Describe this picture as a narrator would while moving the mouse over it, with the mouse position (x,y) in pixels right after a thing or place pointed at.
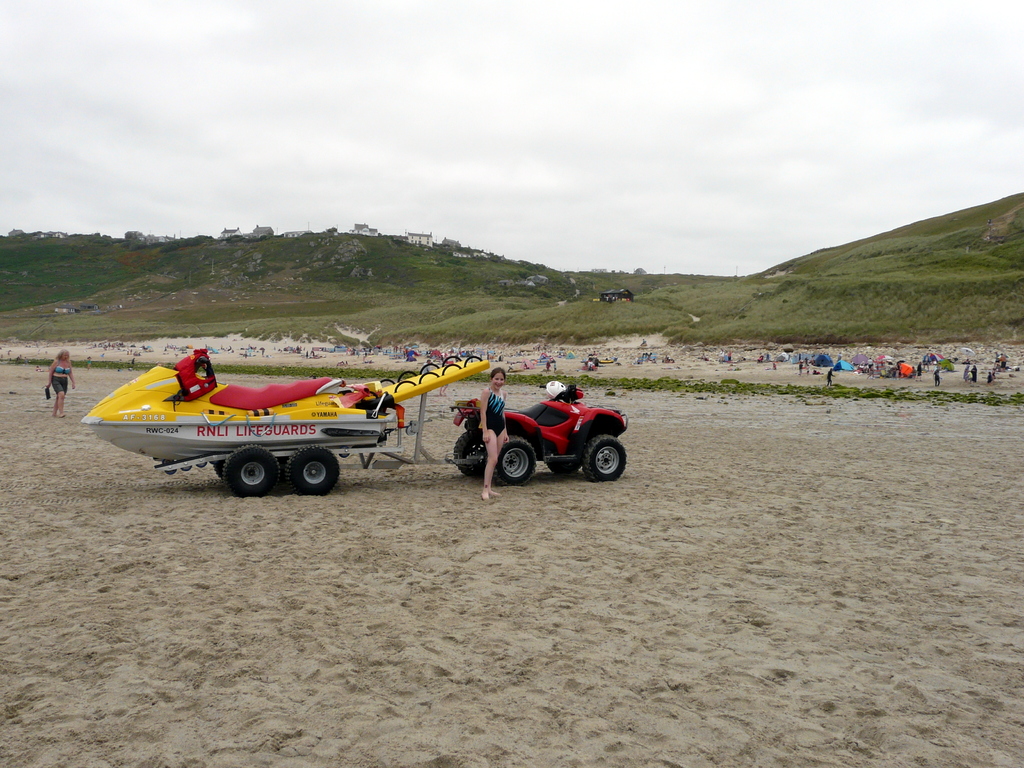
The picture might be taken in a beach (57,573). In the foreground of the picture (365,462) there are vehicles (484,445), sand (178,583) and a person (490,418). On the left (59,374) we can see a woman (61,365) walking. In the middle of the picture (613,369) there are people (829,380), sand (719,365) and various objects (443,353). In the background (588,280) we can see grassland (1005,311), trees (170,245) and buildings (620,295). At the top (476,181) it is sky (464,111), sky (416,117) is cloudy.
